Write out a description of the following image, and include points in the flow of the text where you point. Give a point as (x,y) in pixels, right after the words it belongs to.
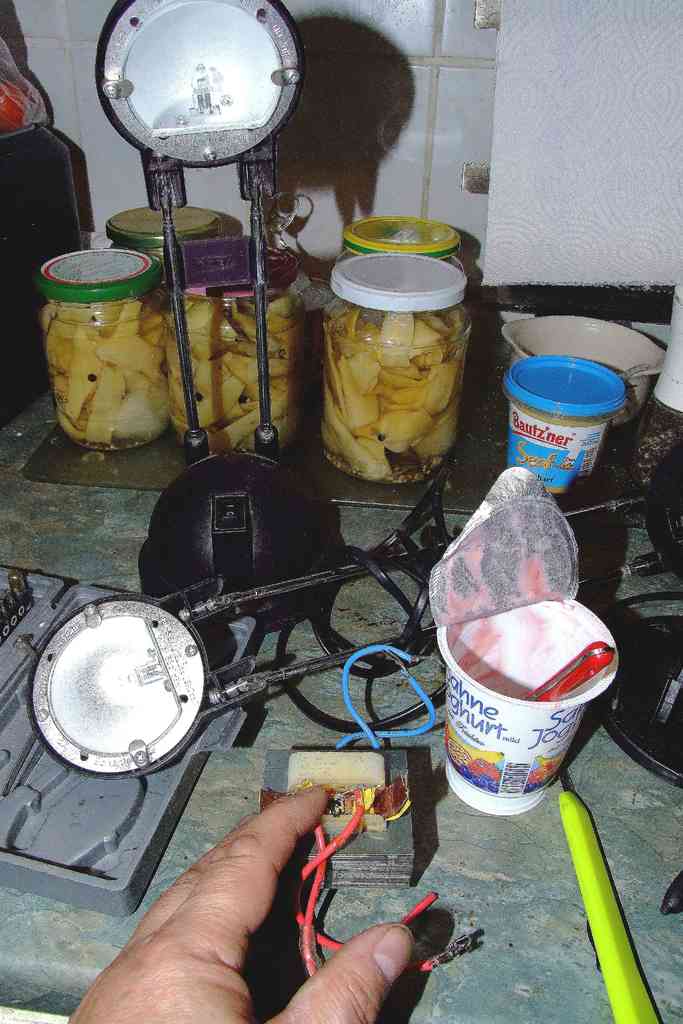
In this image we can see a hand (205,980) of the person (239,931). There are objects (375,579) placed on the countertop (268,923).
